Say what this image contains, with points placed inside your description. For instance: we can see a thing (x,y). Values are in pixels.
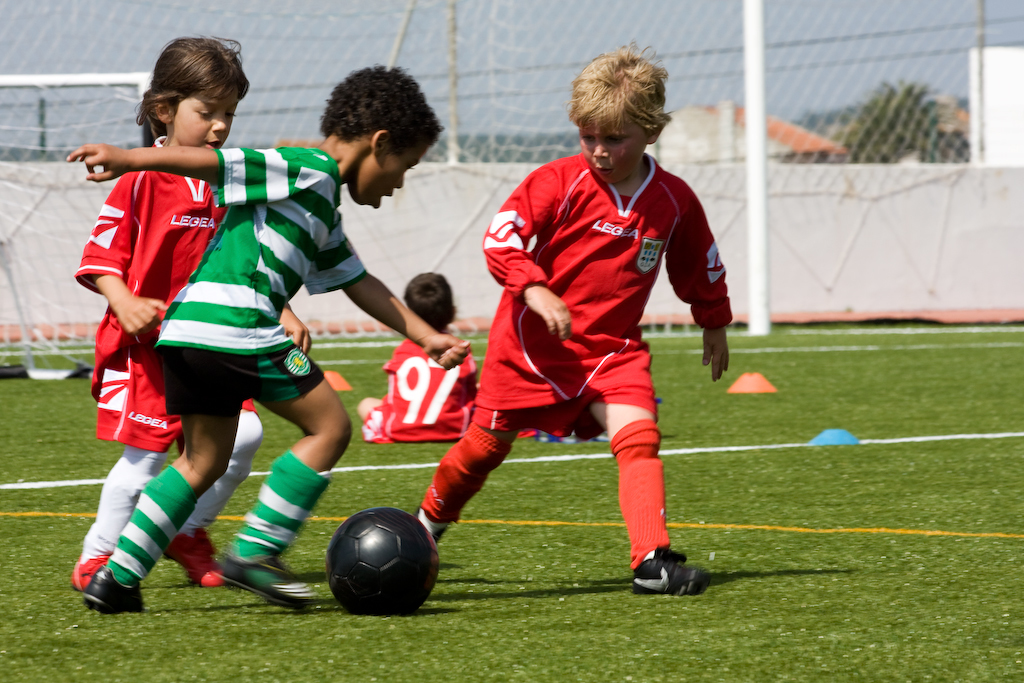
There are three kids (246,375) playing football in a ground (644,603) and there is another kid (434,398) sitting behind them and there is a net (470,64) in the background (569,67).
